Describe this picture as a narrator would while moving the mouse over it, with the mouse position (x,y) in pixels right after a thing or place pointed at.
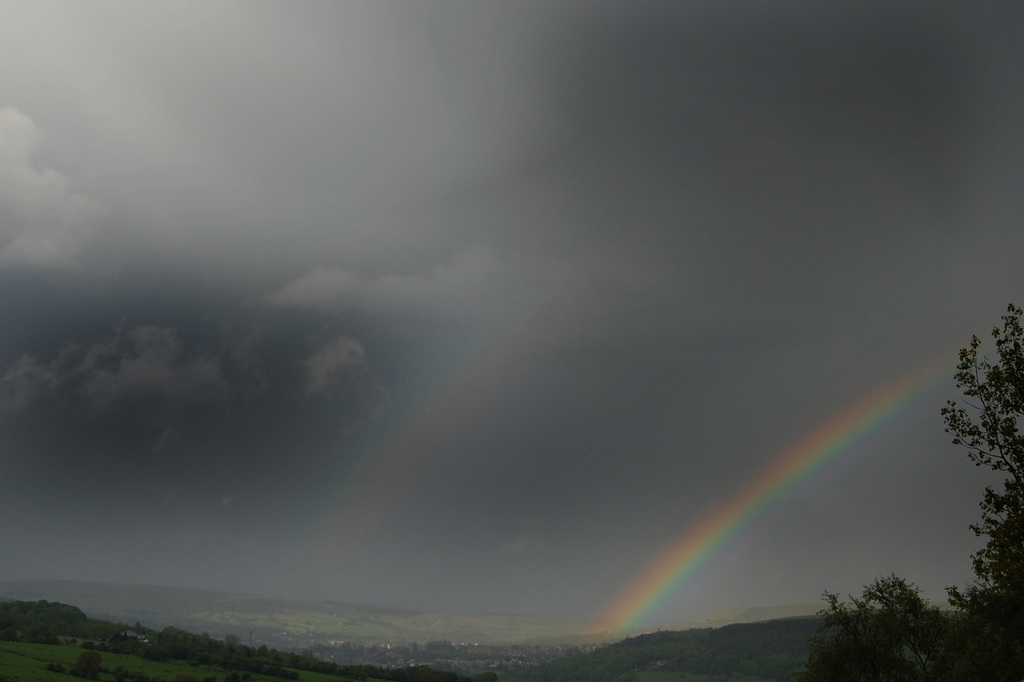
This picture shows few trees (866,649) and black cloudy sky (584,267) and we see couple of rainbows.
